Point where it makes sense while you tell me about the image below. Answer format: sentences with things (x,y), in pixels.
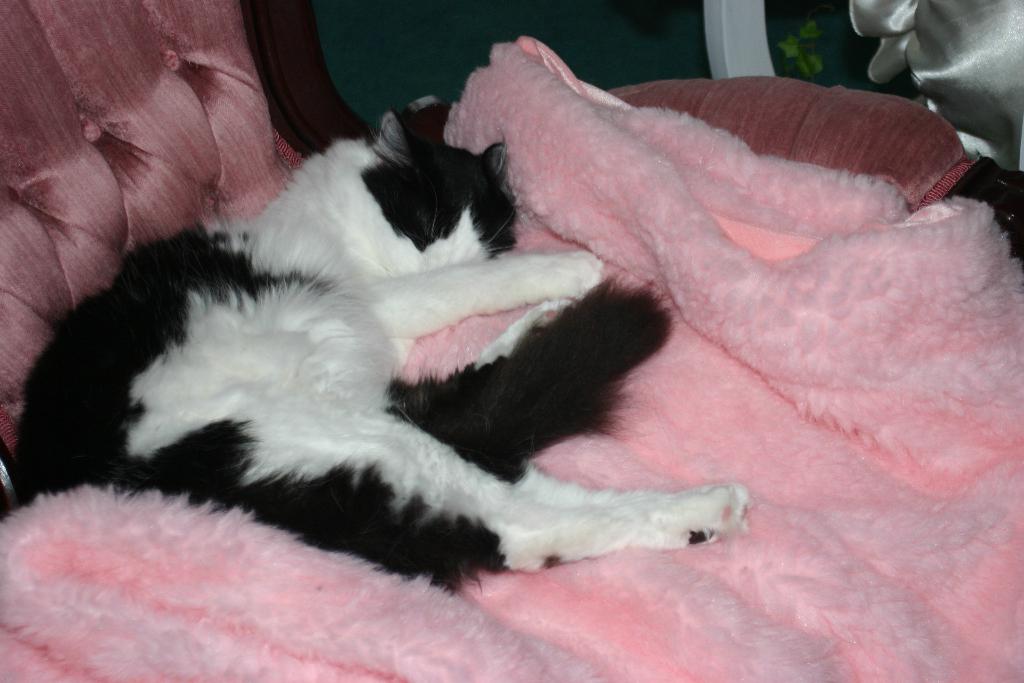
In the image in the center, we can see one chair (203,24). On the chair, we can see one animal (305,365) lying, which is in black and white color. In the background (449,69) there is a wall (425,76) and few others objects (943,17).
